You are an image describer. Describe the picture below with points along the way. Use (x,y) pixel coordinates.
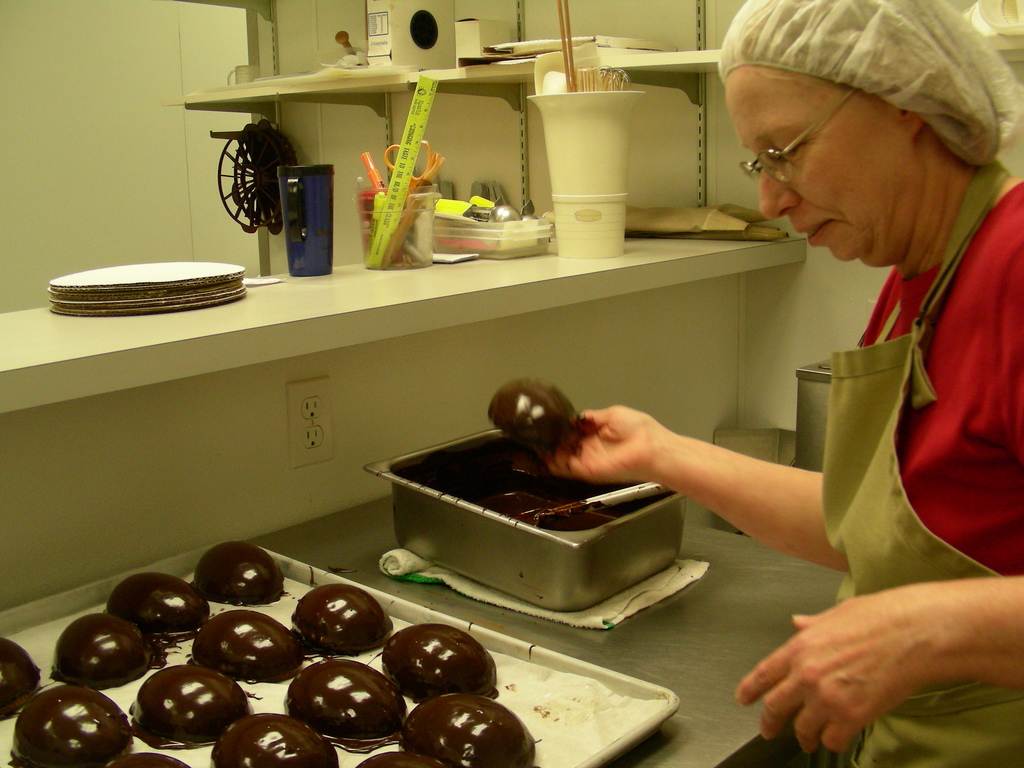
In the background (403,217) we can see a scale (422,125), scissors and few objects (403,230) in a holder (402,244). We can see objects (728,234) are placed on the racks (361,276). In this picture we can see a platform (694,607) and on the platform (653,646) we can see the tray (566,659) and a container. We can see the food (426,638) in a tray (425,619) and chocolate syrup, spoon (551,514) in a container (607,537). We can see a cloth (581,613) under the container (633,519). We can see a person (978,680) wearing a cap (937,77), apron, spectacles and holding the food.
